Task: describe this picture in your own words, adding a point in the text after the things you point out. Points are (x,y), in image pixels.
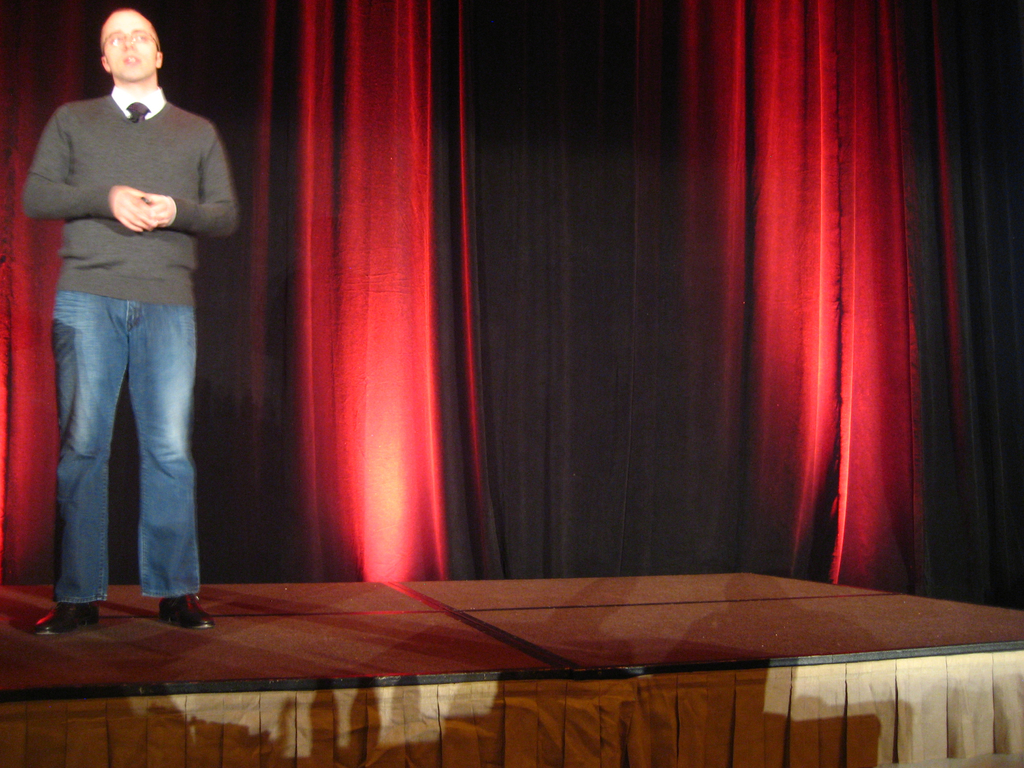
There is a man (90,424) standing on the stage (490,613). Background (877,400) we can see curtains (763,522).
